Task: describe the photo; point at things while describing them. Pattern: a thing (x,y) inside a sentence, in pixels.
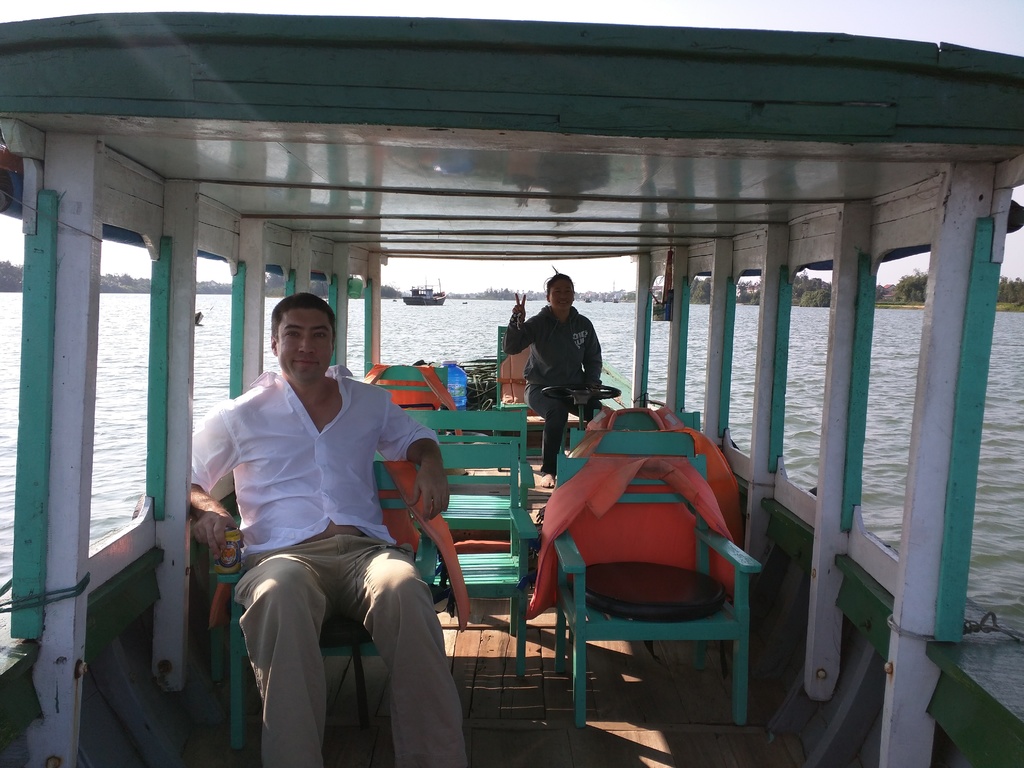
There is a man (417,707) and woman (565,353) riding in the boat (460,678) on water (799,398). In the background (424,296) there are trees (748,294), ship (424,296) and a sky (462,290).
